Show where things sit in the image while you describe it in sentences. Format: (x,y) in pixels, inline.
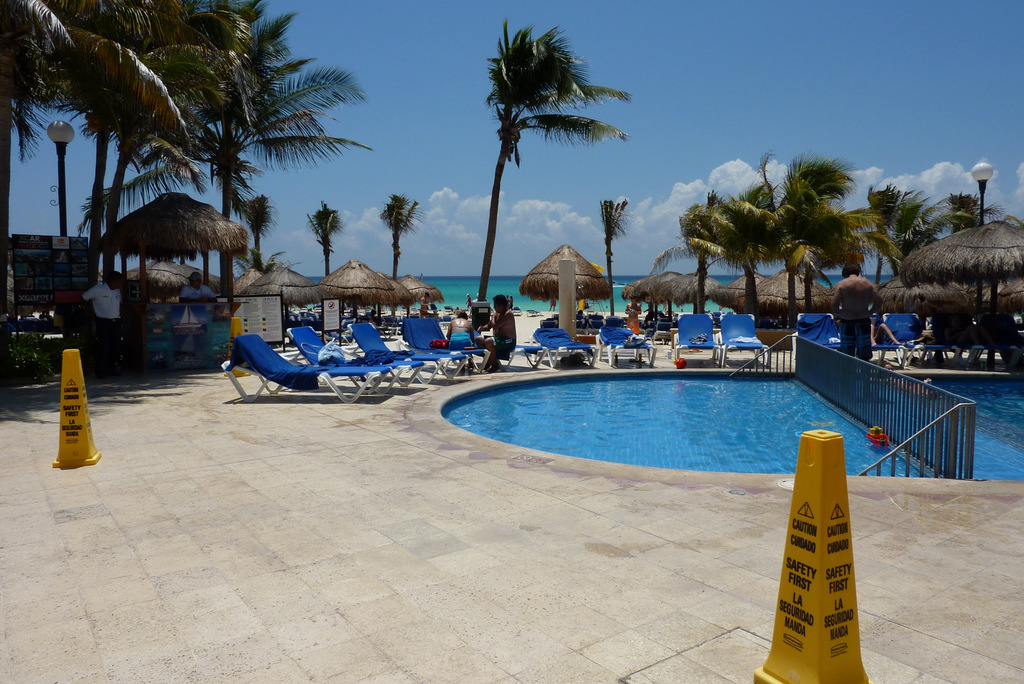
In this image, there are a few people (500,332), chairs (729,331), trees (720,217), poles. We can see some water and the ground (339,546) with some objects (66,400). We can also see some sheds (561,257) and boards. We can also see the sky (583,230) with clouds (544,246). We can see the fence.
